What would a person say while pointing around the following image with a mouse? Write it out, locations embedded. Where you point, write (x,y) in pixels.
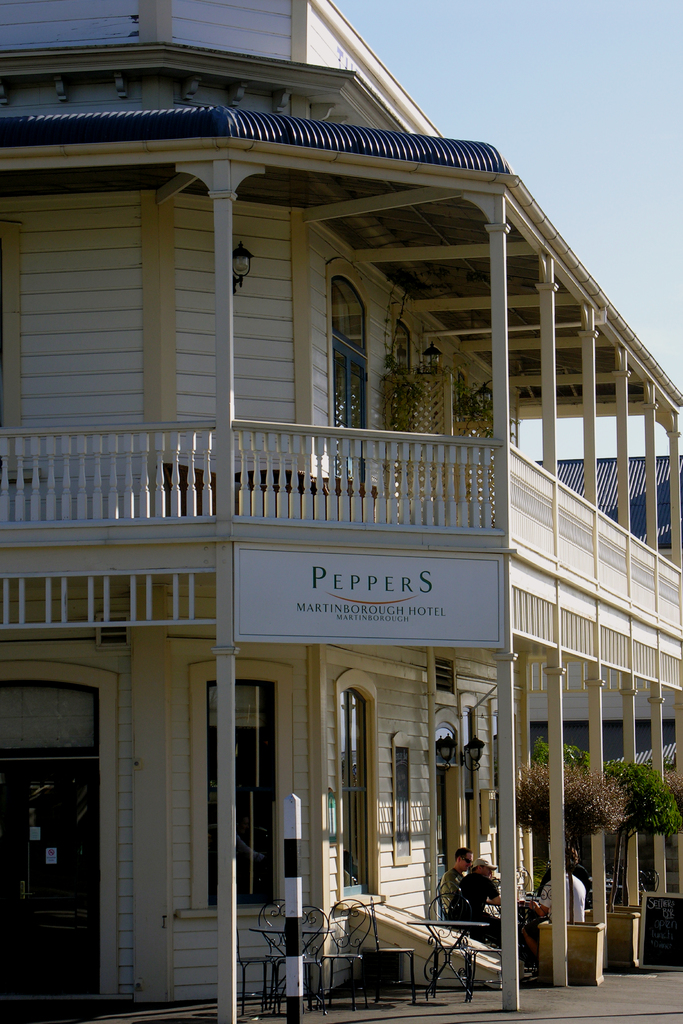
In this image I can see two buildings (174,561) and in the front (271,571) I can see a white colour board (284,558) on the building (528,616). I can also see something is written on the board (418,639). On the bottom side of this image (459,966) I can see few tables (446,952), few chairs (436,898), few plants (614,898) and I can also see few people (471,915) are sitting on chairs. On the top right side of this image (469,19) I can see the sky (540,136) and on the left side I can see a light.
